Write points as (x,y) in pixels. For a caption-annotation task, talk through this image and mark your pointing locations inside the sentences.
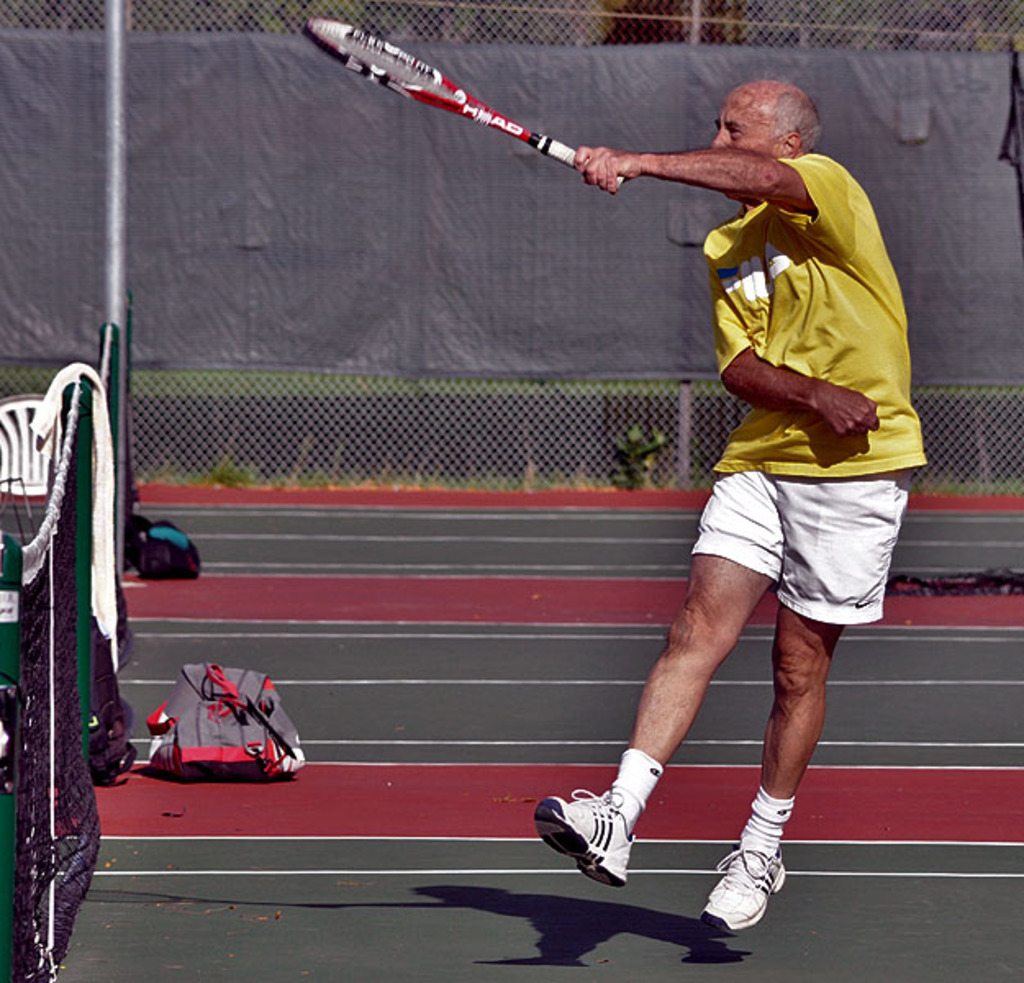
In this image the man (734,318) is holding a racket (510,133), on the floor (247,796) there is a bag (236,732). At the background (401,215) we can see a cloth (262,198) covered around.
